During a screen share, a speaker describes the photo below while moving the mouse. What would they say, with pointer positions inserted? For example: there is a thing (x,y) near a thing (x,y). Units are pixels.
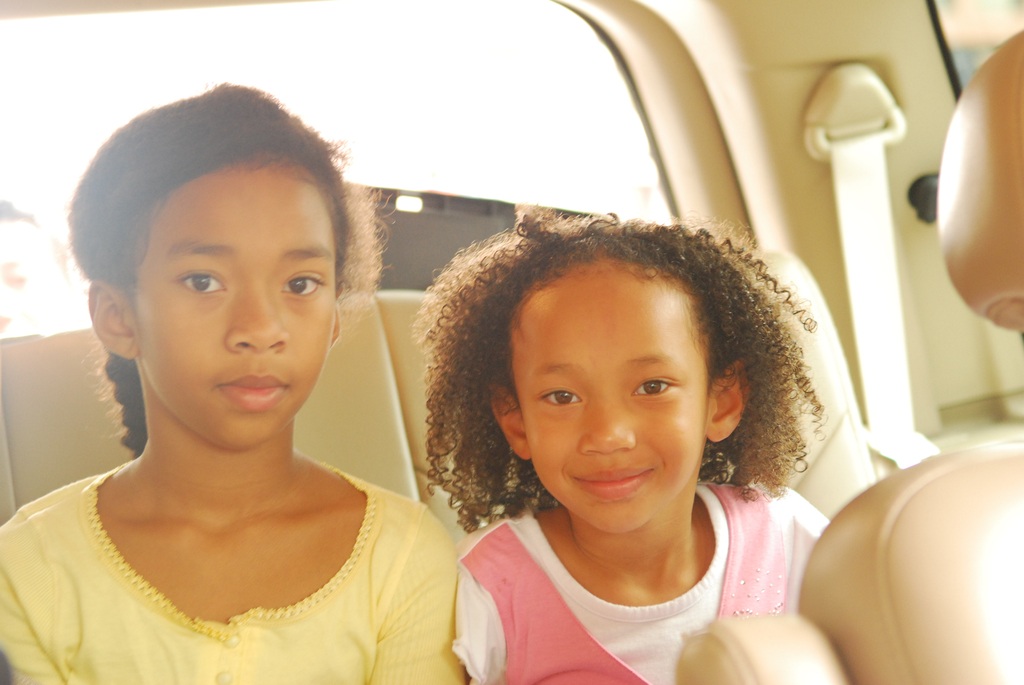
In this picture there are two girls (460,261) in the center of the image (573,443), in a car (776,109).
